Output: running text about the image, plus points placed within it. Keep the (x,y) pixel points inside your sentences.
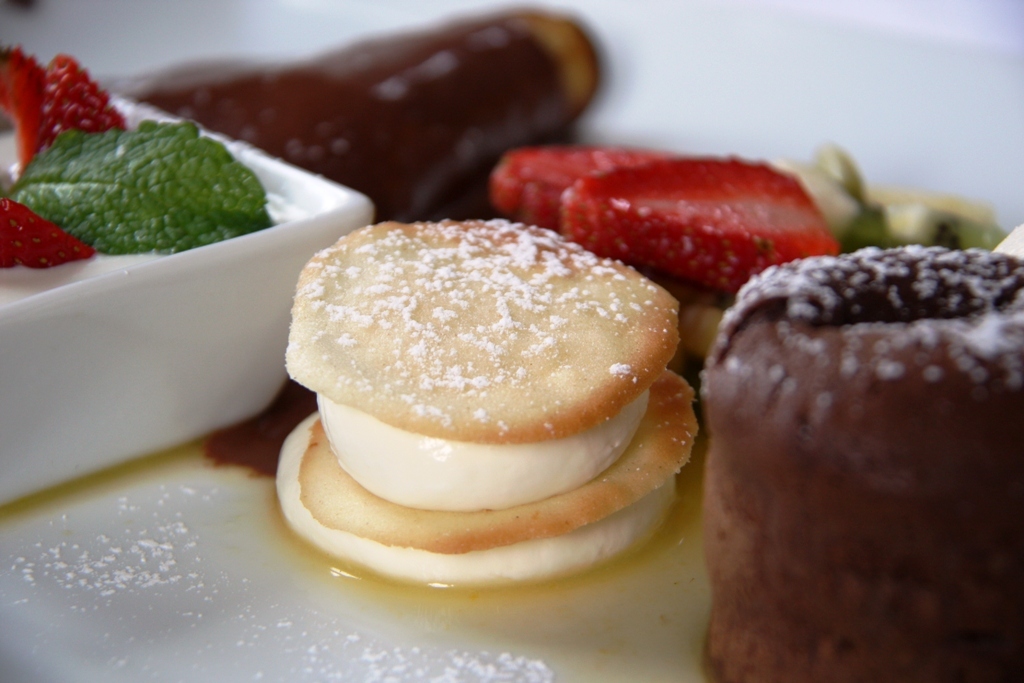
In this picture I can see food items (531,356) and white color bowl (224,291) on a white color plate (197,604).
